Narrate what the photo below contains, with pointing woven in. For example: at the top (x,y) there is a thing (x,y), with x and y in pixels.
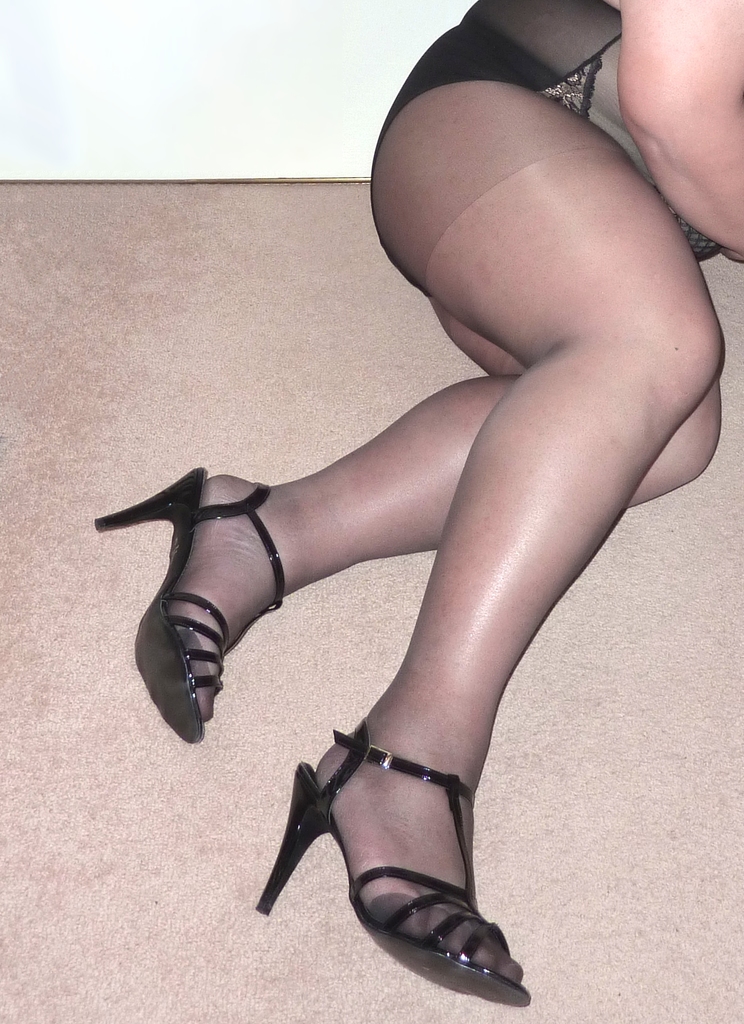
In this image I can see a person (468,333). I can also see that person (580,72) is wearing black dress (417,87) and black heels (157,510).
